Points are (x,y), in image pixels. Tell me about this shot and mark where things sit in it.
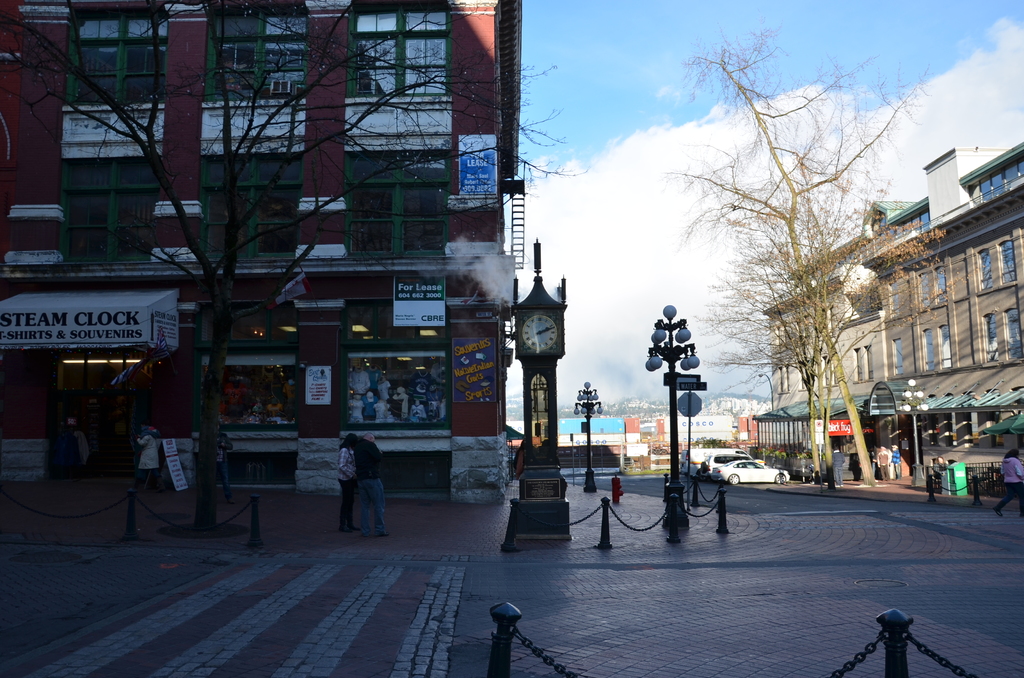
In this image I can see few persons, some are standing and some are walking. In front (533,357) I can see a clock (517,321), few light poles (596,396), few stalls (433,436), buildings (1007,323) in brown and gray color. I can also see few vehicles (687,449), background (590,81) the sky (575,146) is in blue and white color.
